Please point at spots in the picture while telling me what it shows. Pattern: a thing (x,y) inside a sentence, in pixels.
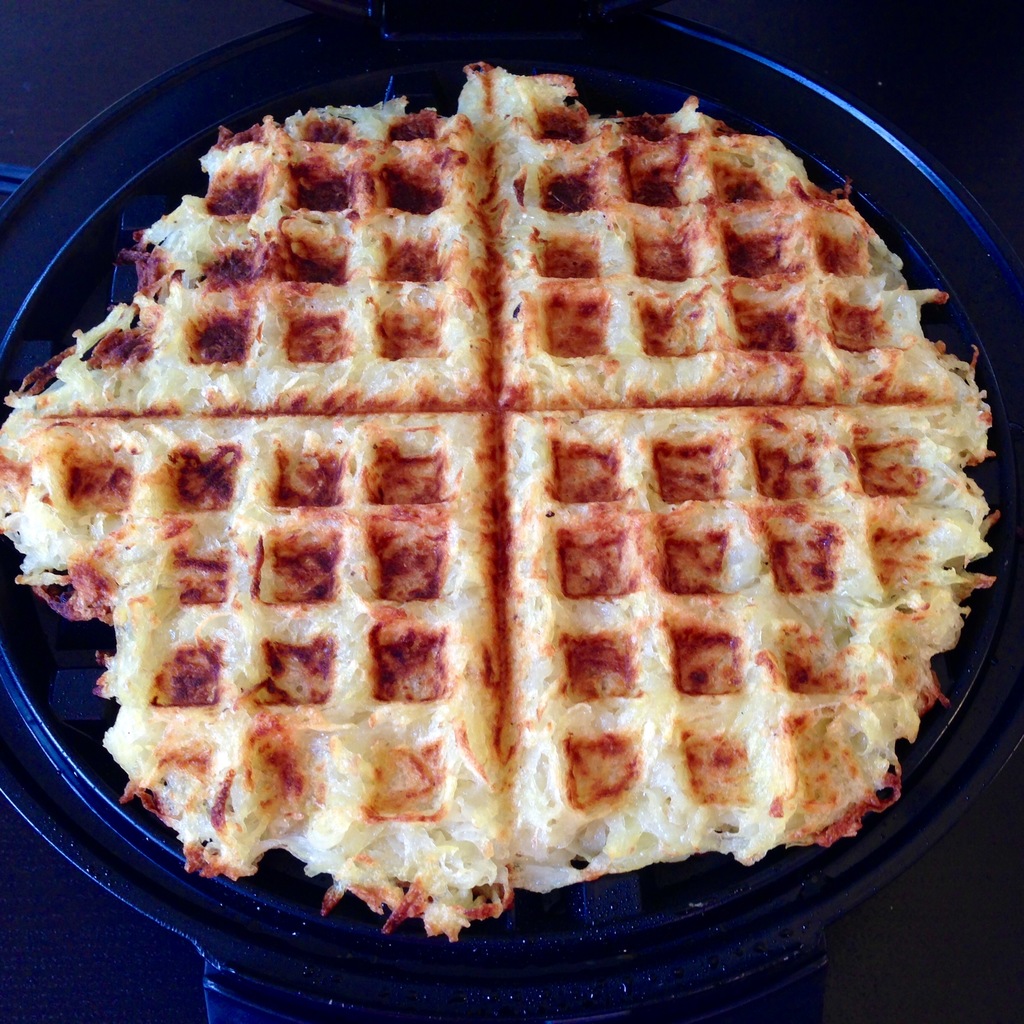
In this image I can see the pan (564,989) with food (483,527). The food (522,556) is in red and cream color.
